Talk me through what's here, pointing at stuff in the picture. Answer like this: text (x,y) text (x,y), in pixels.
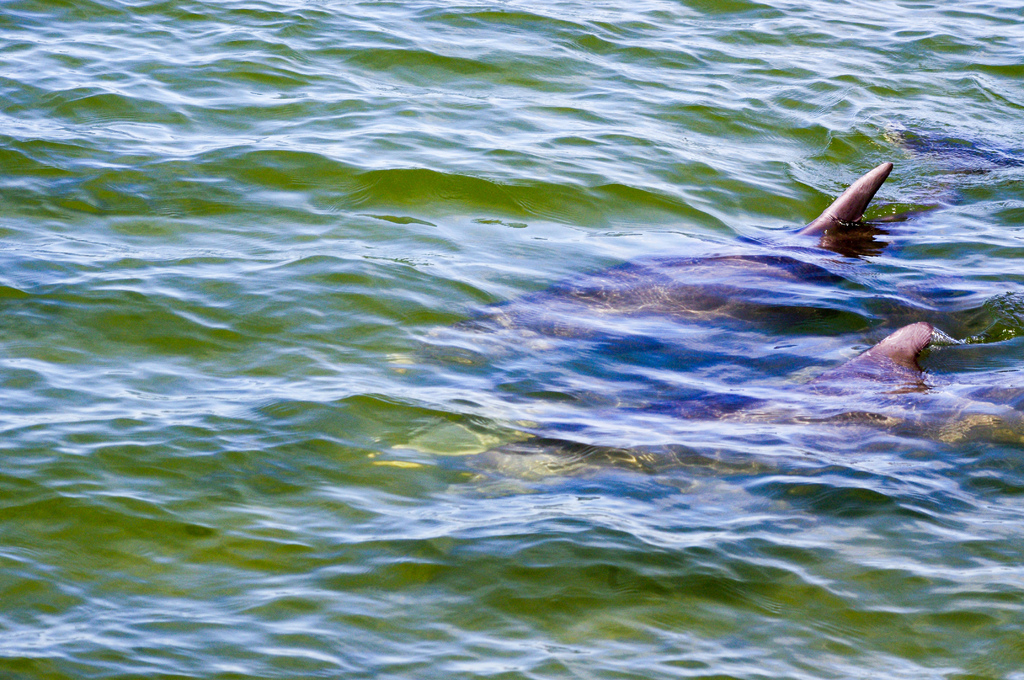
In this picture we can see water (422,261), it looks like a dolphin (827,289) in the water (827,289).
